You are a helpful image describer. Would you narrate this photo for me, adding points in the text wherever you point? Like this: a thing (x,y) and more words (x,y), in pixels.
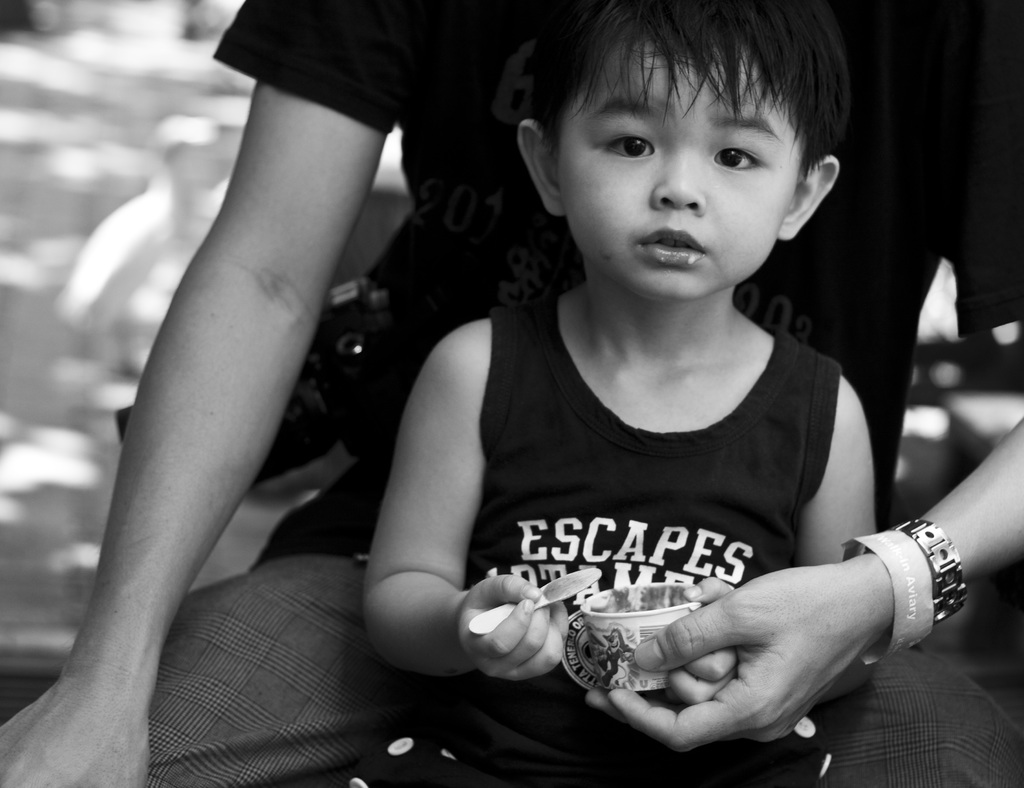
This is black and white image. In the center of the image (381,286) we can see a man (373,505) is sitting, in-front of him a boy (630,505) is sitting and holding an ice-cream cup (585,621) with spoon (489,628). In the background (1006,668) the image is blur.
